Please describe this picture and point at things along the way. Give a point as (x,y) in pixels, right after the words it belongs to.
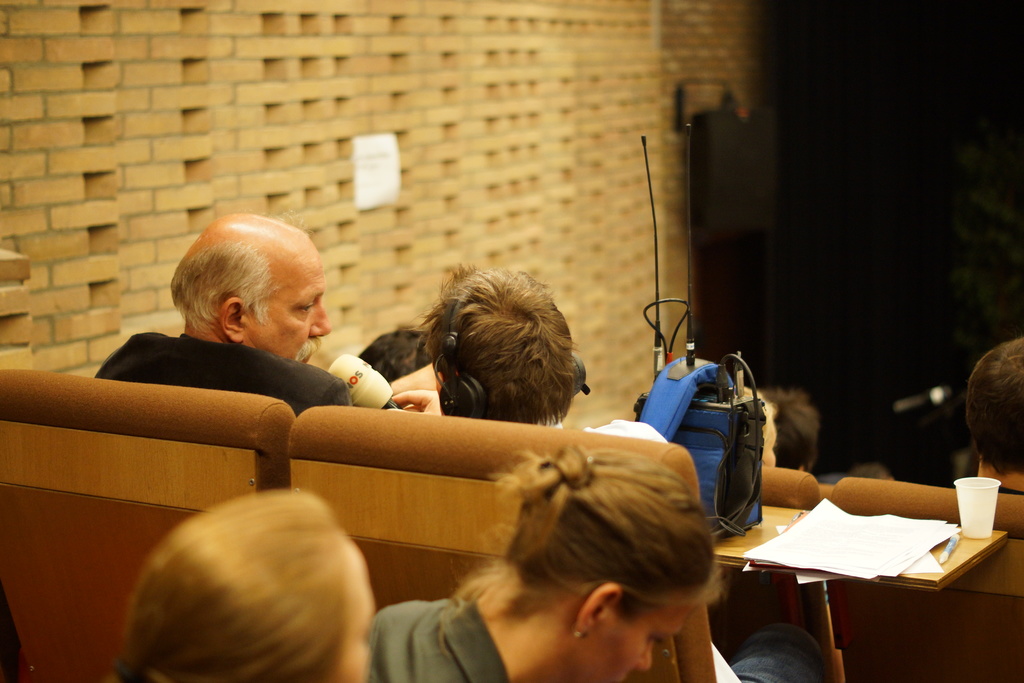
There are few people (206,366) sitting on the chairs (408,496). This is a table (934,579) with papers (864,564), glass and blue color bag (753,473) placed on it. This is a wall (270,196) with bricks (264,186). Background (870,244) looks dark.
